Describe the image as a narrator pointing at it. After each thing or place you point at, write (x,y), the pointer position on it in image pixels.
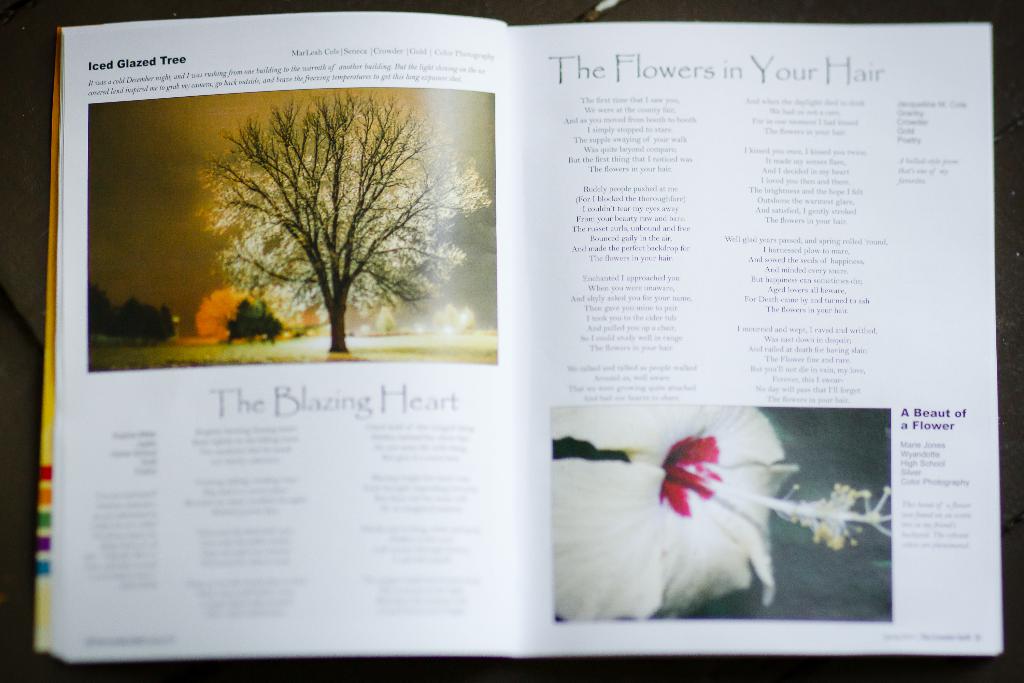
In this image there is a book (190,515) with a few pages (104,398) and there is a text (461,424) and there are a few images (631,492).
